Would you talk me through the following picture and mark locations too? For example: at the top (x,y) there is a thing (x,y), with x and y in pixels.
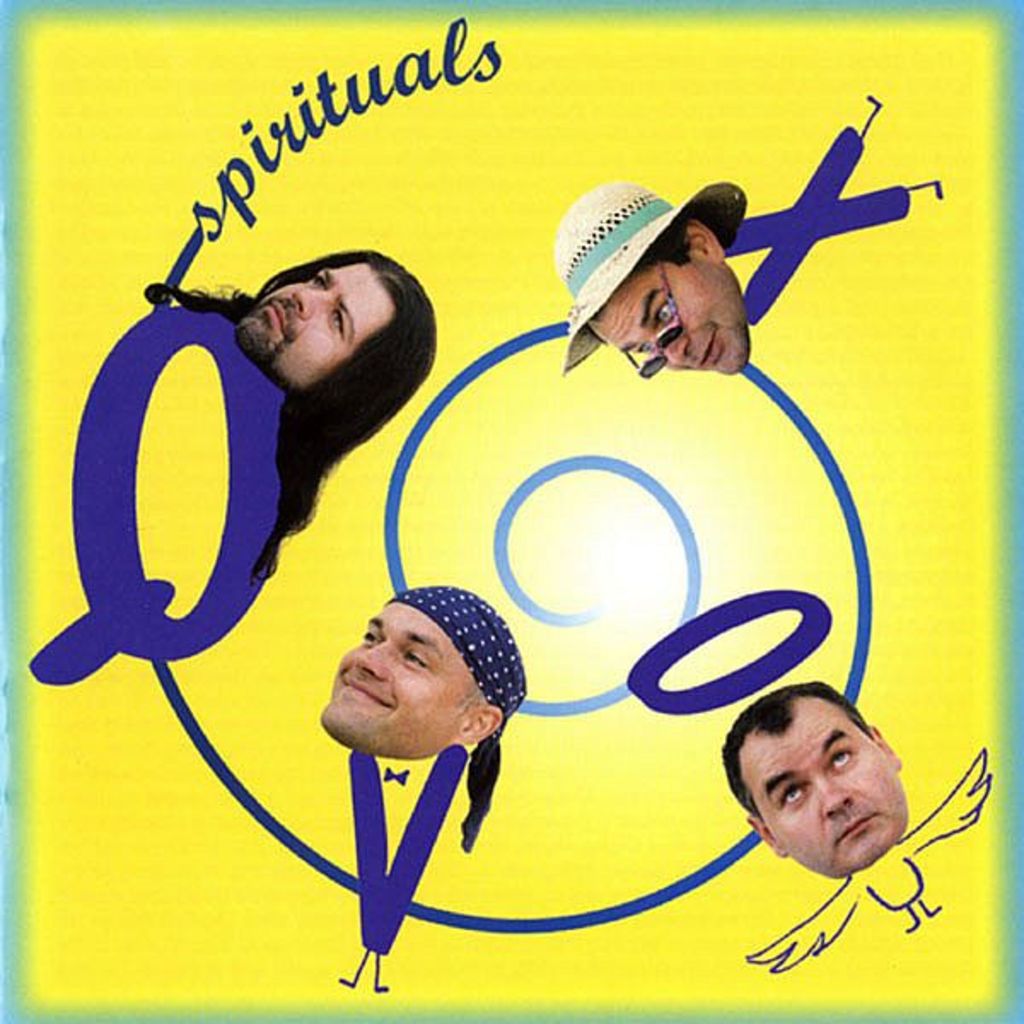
This is an edited image. Here I can see four persons heads (388,649) along with some blue color text (326,105). The background (463,123) is in yellow color.
